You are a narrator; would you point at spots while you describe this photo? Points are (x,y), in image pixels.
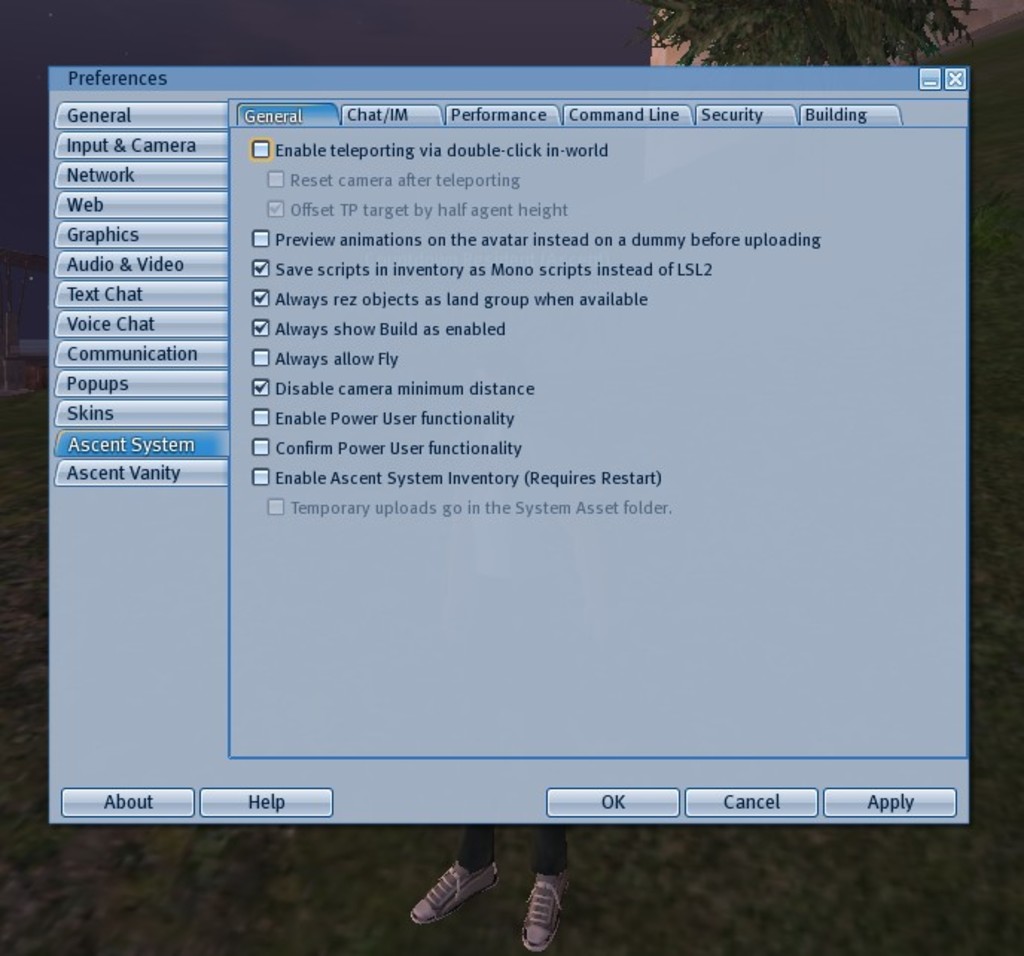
In this picture, there is a chart box (446,366) with some text (433,334). At the bottom (466,842), there are legs (526,921). On the top (822,56), there is a tree (772,36).
